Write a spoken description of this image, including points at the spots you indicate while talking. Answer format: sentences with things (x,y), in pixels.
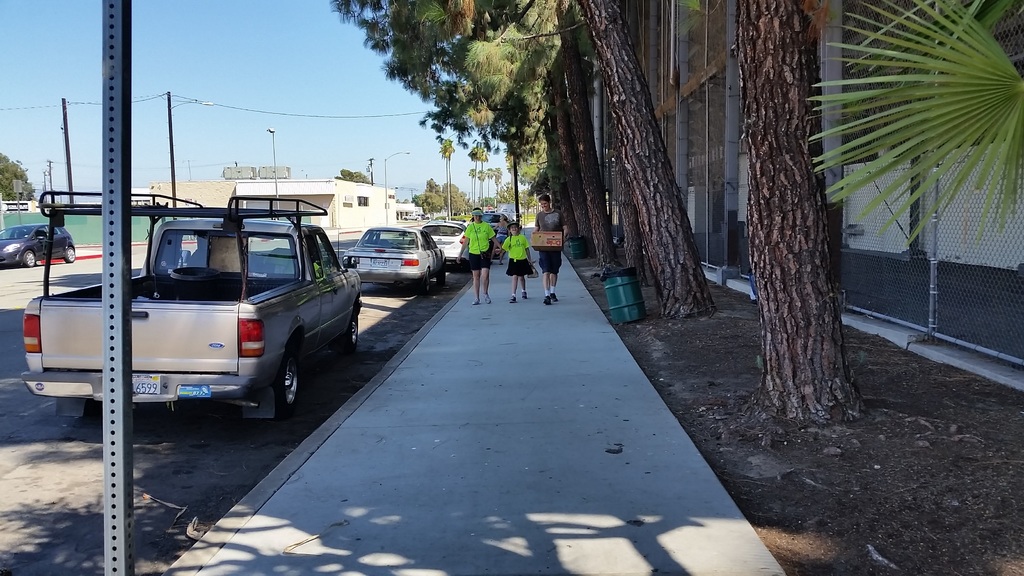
This image consists of three persons (555,277) walking on the pavement (538,388). On the right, we can see a person (560,261) holding a box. On the left (189,312), there are vehicles (206,307) parked on the road (166,416). On the right (799,98), there are trees (631,142) and buildings (704,106). At the top (266,62), there is sky (71,111).
